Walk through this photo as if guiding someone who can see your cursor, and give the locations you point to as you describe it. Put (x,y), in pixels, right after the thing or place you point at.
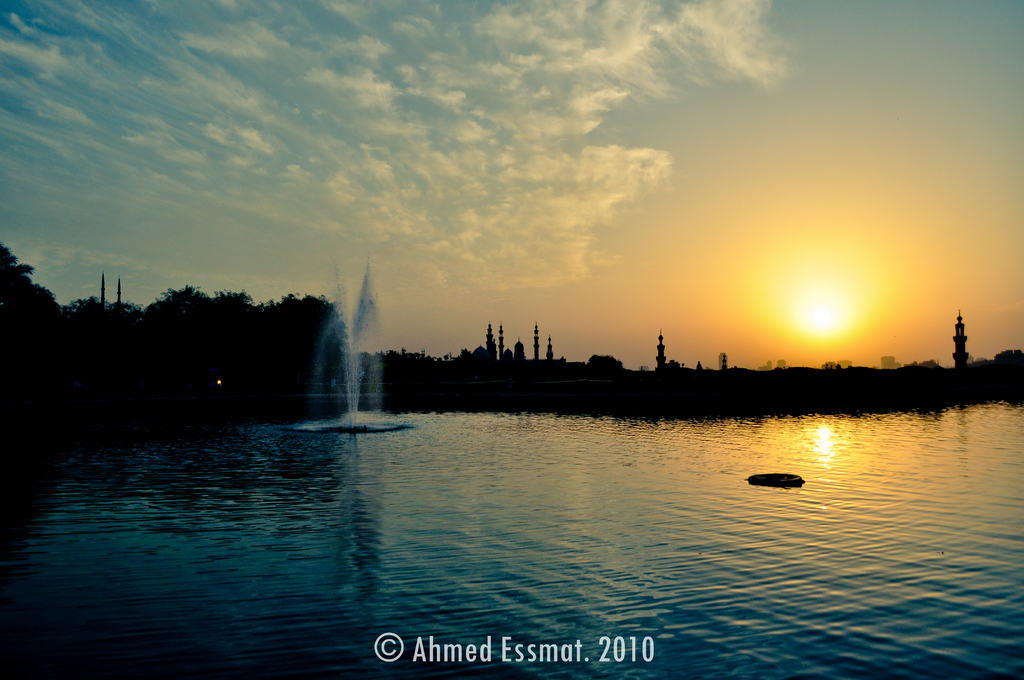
In this image there is water (473,546) at the bottom (450,476). In the water (439,441) there is a fountain (349,400). In the background (198,345) there are trees (198,337). On the right side (957,364) there are buildings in the background (837,368). At the top (689,121) there is the sky (689,117) with the sun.
